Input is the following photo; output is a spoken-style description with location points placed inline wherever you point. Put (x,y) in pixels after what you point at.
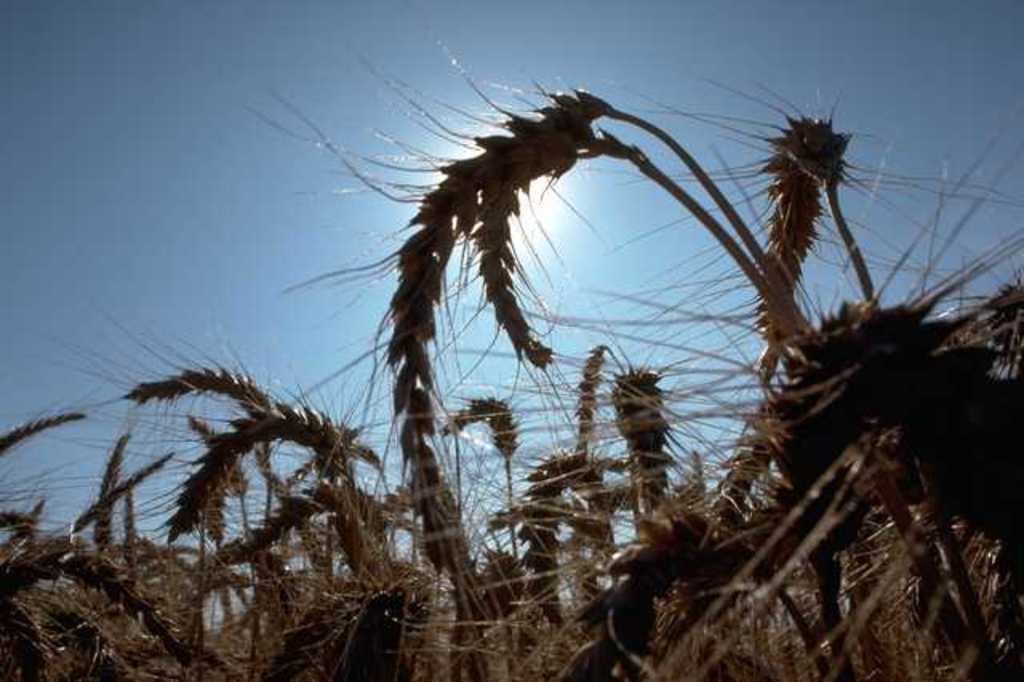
In this picture we can see few plants (565,117) and the sun (564,196).
